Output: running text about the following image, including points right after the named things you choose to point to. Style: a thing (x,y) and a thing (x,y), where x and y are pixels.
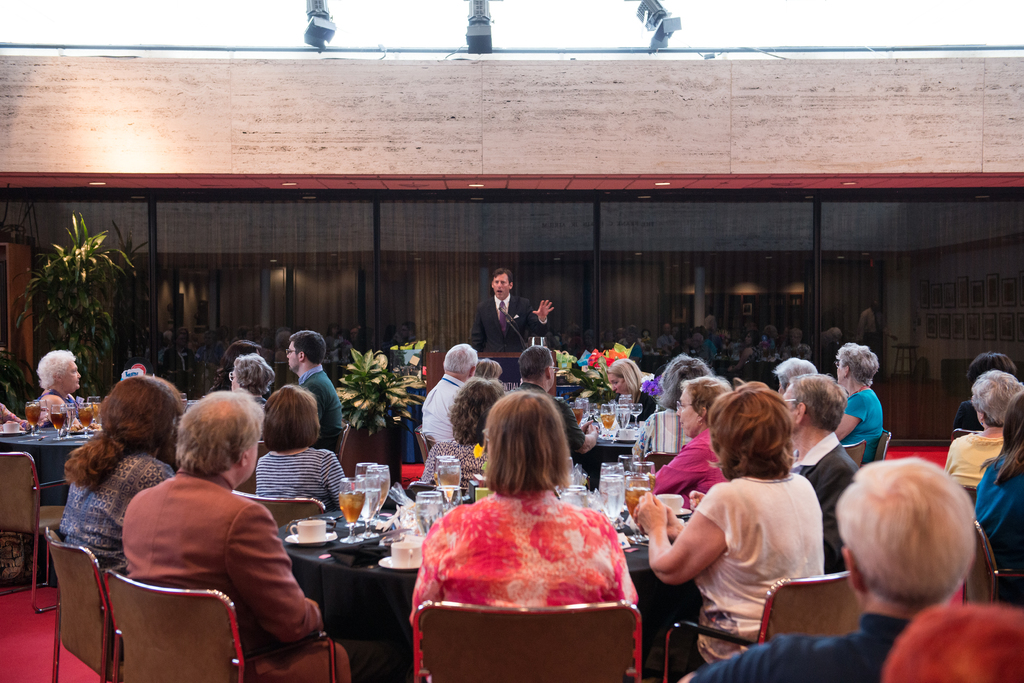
In this image I can see few people (286,554) are sitting on the chairs (624,618) around the table (352,570) on which cups (323,534), glasses (371,530) and plates (391,561) are placed. In the background (503,324) there is a man (503,330) standing and speaking. In this image I can see some plants (374,356). On the top of the image (565,129) there is a wall (447,128).
